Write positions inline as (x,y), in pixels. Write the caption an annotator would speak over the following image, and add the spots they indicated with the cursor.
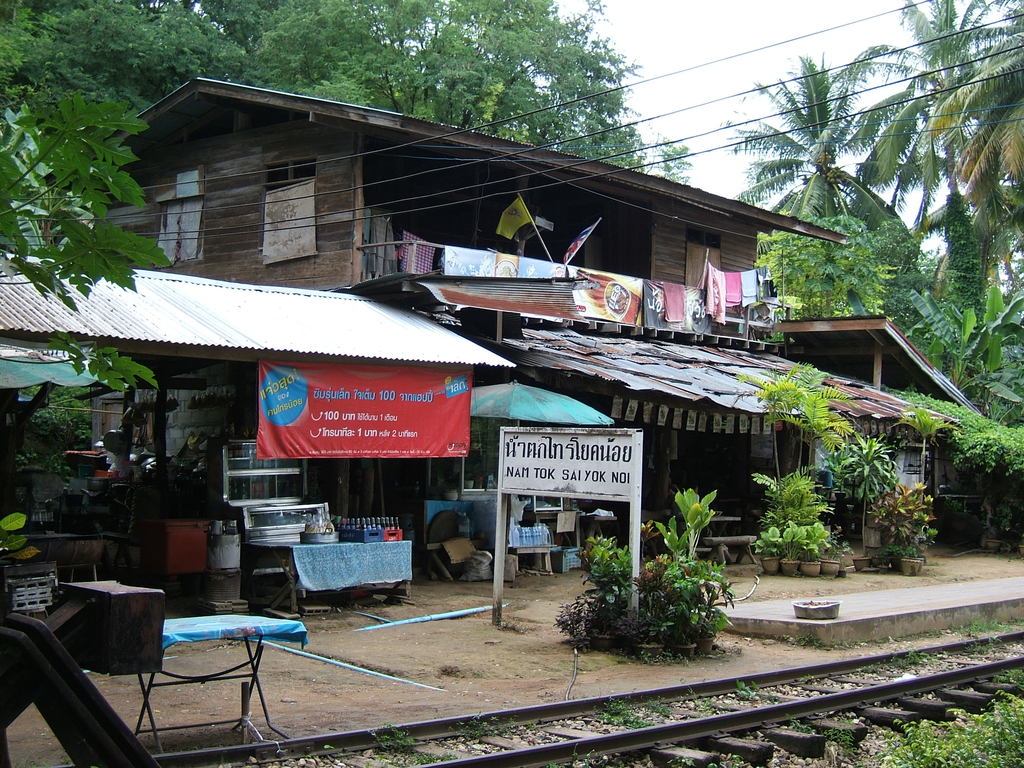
In this image we can see a house (323,166) with windows (272,187) and a roof (509,285). We can also see a banner (452,393), table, board (511,477), cloth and some flags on it. On the bottom of the image (681,712) we can see a table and the track (651,720) with some stones (797,695). On the backside (709,49) we can see some plants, trees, wires (671,216) and the sky (648,34) which looks cloudy.
